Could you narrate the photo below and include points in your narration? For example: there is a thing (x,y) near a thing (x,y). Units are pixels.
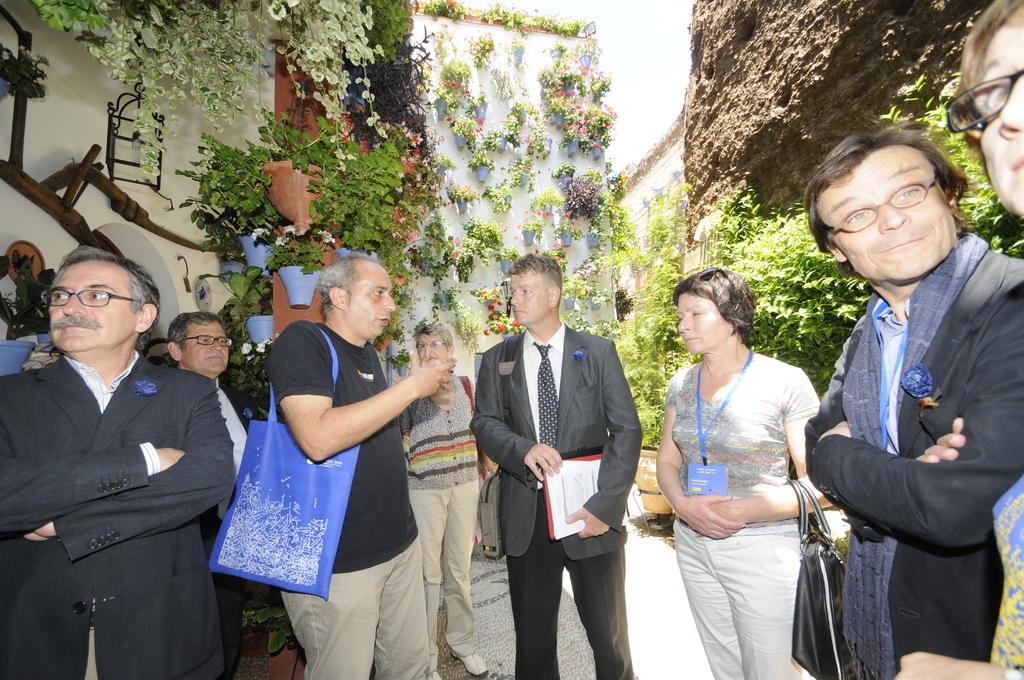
In this image few persons (572,355) are standing on the floor (478,600). Left side (25,582) there is a person (82,322) wearing spectacles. Beside him there is a person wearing spectacles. Middle of the image (584,432) there is a person (544,521) holding few papers (571,502) and he is carrying a bag (489,489). Right side (774,295) there are few plants (786,216). Behind there is a rock (817,99). Left side (297,212) few pots (281,192) are attached to the wall (62,245). Pots (253,246) are having plants (416,148) in it.
